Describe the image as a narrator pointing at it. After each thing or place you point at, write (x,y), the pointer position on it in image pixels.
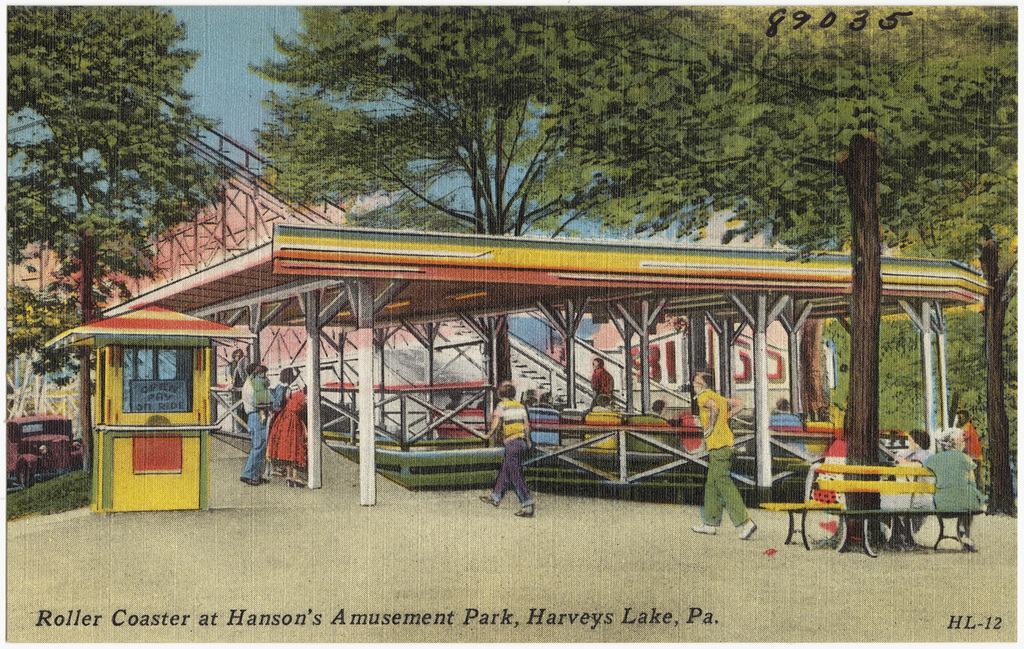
In the center of the image (592,403) there is a shed (608,461) and there are people (276,447) walking. On the right (902,509) there are benches (907,507) and we can see people (913,441) sitting on the bench (912,484). In the background (981,261) there are trees (423,158) and sky (270,87). On the left (21,431) there is a vehicle (48,435). At the bottom (362,595) there is a road (595,597).
